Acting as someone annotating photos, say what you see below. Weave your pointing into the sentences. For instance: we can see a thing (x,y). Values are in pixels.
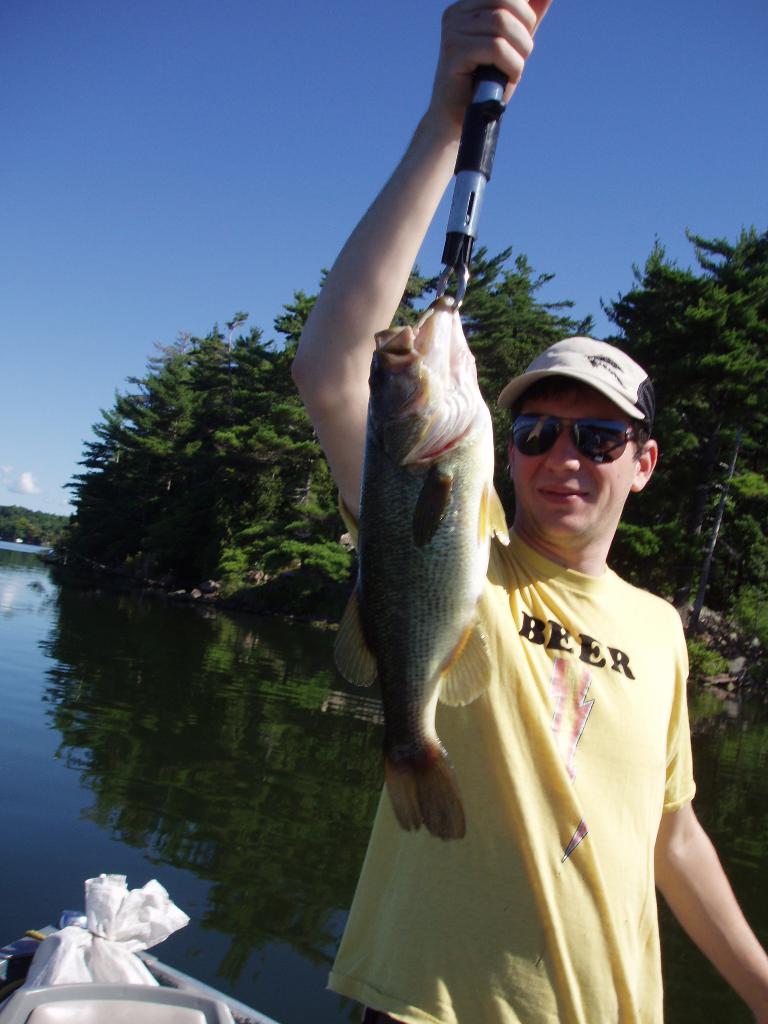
In the image I can see a person (489,593) is holding an object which is attached to a fish (471,415). The person (515,544) is wearing a cap (541,367), glasses (605,452) and a yellow color T-shirt (489,901). In the background (129,682) I can see the water (120,725), trees (162,507), the sky (199,248) and some other objects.
